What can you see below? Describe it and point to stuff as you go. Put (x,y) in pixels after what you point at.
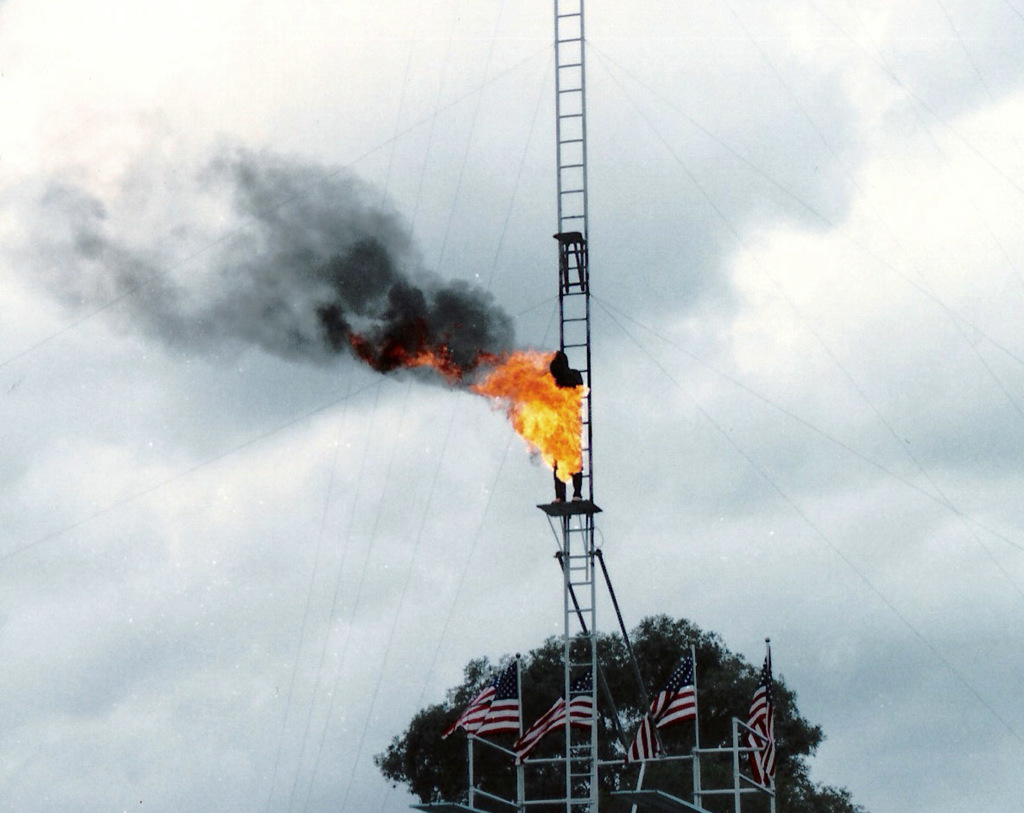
In this picture we can see flags (449,728), leaves (749,701), rods (755,784), ladder (593,699), person (557,479), fire (560,405) and some objects (582,514) and in the background (465,598) we can see the sky (775,339) with clouds (400,507).
